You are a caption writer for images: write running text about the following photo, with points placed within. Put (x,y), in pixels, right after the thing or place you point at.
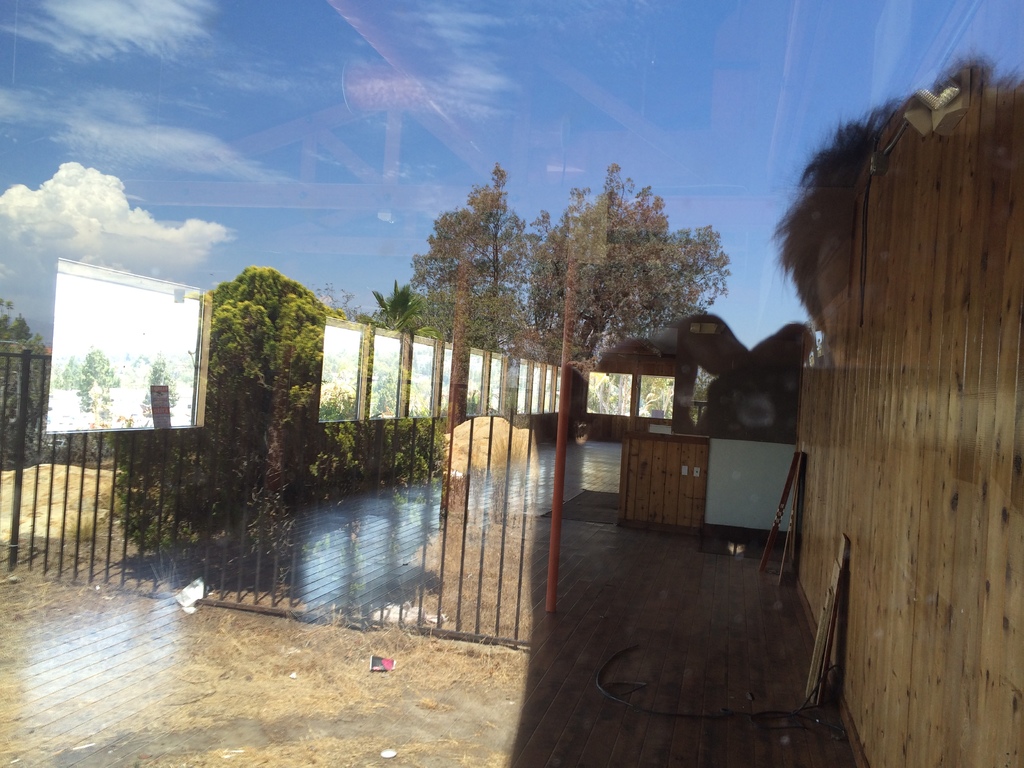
In this image there is a reflection (266,633) on the glass (315,524) on which we can see there are trees (219,424) and so many windows (341,415). Also there are clouds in the sky (819,43).
